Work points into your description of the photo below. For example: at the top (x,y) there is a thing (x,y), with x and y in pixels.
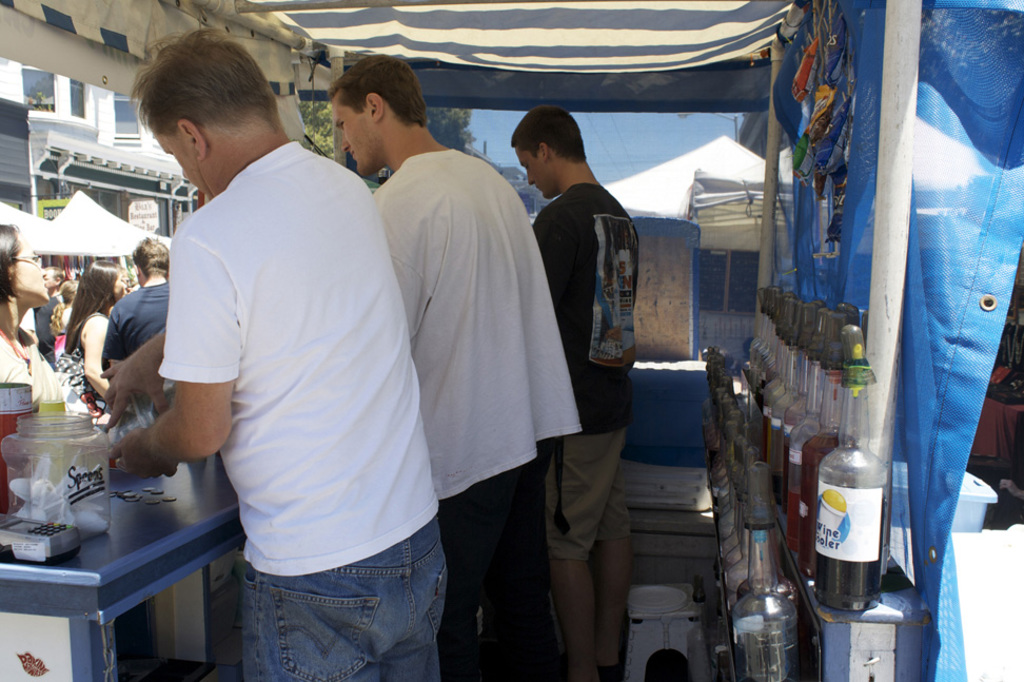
In this picture there are three friends (412,246) standing in the open food court shop (220,541). Behind there is a group of men and women (110,297) walking on the street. In the background (140,146) there is a white and grey color building (31,109).
